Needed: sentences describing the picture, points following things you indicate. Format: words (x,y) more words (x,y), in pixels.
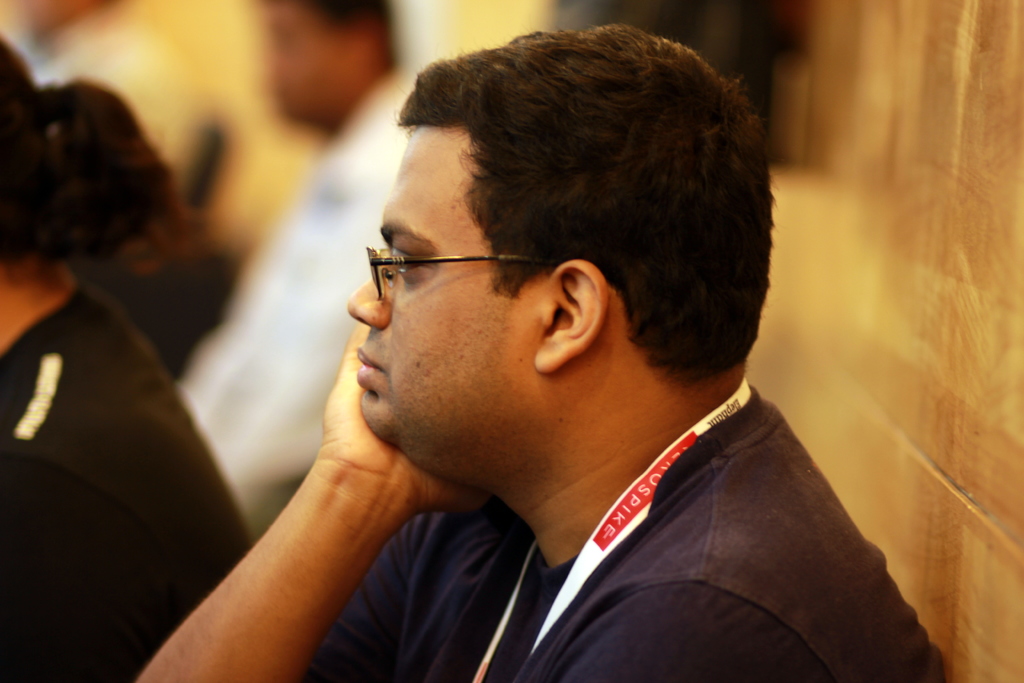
In the center of the image (504,282) there is a person (424,531) sitting and wearing spectacles (384,261). In the background (366,278) we can see persons (136,479) and wall (921,285).
